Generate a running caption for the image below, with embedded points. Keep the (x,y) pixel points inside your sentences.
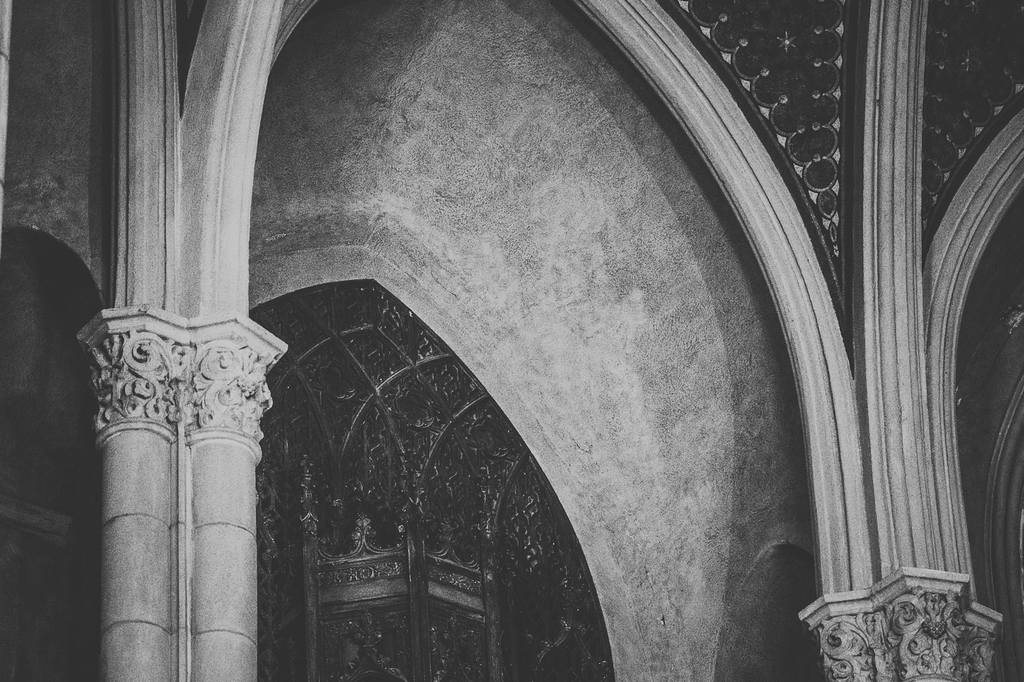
This is a black and white image. This picture is an inside view of a building (627,301). In this picture we can see the pillars (891,486), door (494,456), wall (665,381) and roof (955,78).
